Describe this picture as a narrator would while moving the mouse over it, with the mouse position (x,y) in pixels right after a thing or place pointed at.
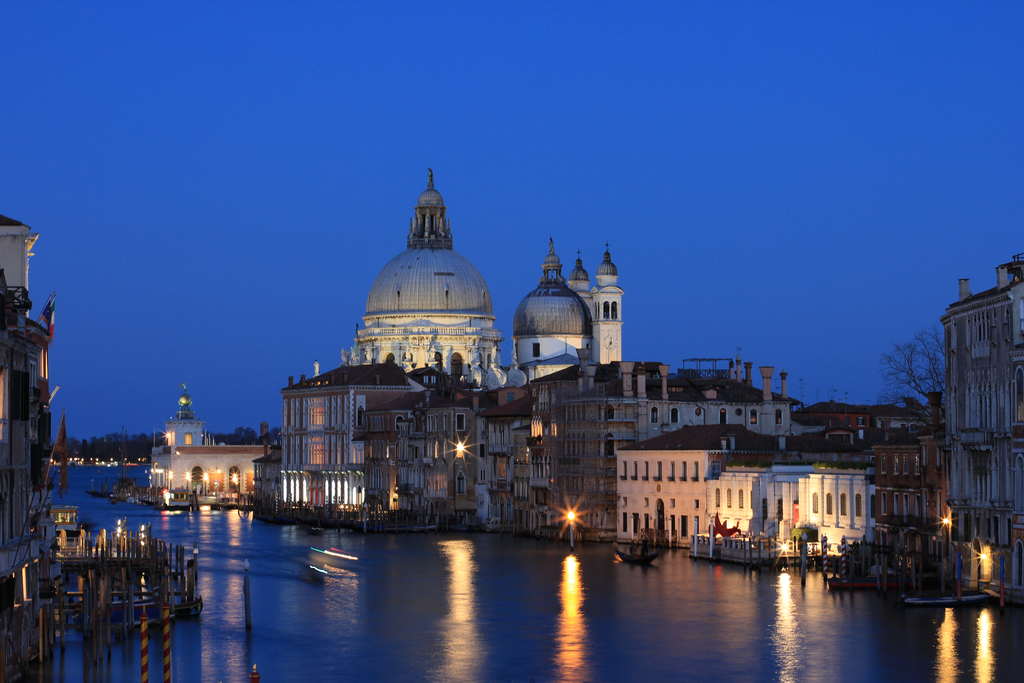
This picture is clicked in the city (350,381). At the bottom of the picture (493,593), we see water (618,614). On either side of the picture, we see buildings (522,425) and a church (419,279). We even see street lights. There are trees (253,438) in the background (80,449). At the top of the picture (443,161), we see the sky (367,251), which is blue in color.
